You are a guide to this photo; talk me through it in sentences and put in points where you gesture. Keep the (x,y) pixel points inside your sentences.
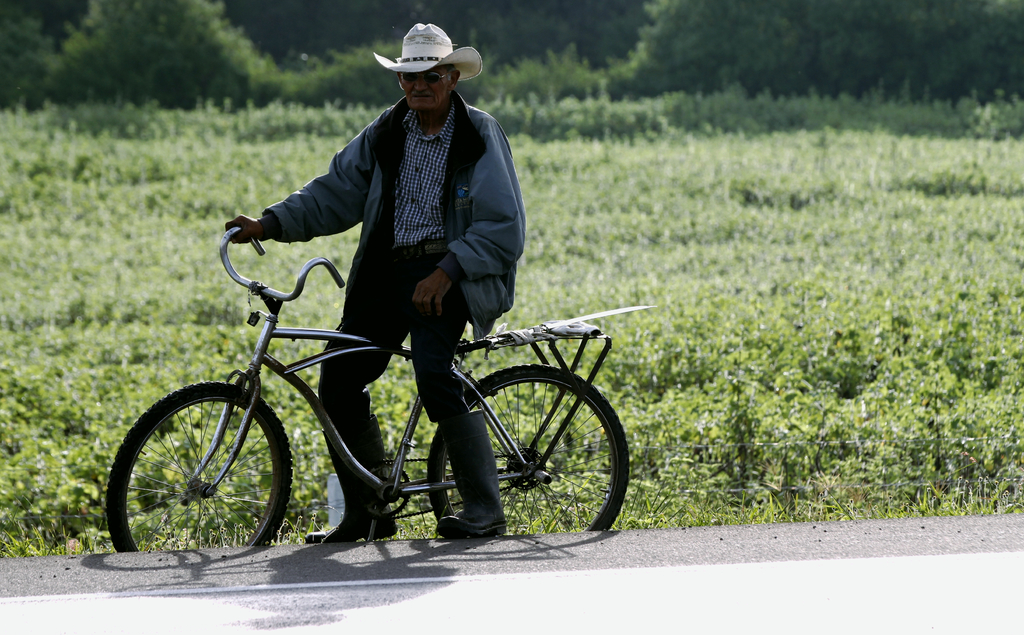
This is the picture outside of the city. In this image there is a person (448,321) with a jacket (501,298) and black boots (489,517) and white hat (425,49), He is sitting on the bicycle (233,402) beside the road (708,561). At the back (248,54) there are plants (12,191) and trees (251,53).
